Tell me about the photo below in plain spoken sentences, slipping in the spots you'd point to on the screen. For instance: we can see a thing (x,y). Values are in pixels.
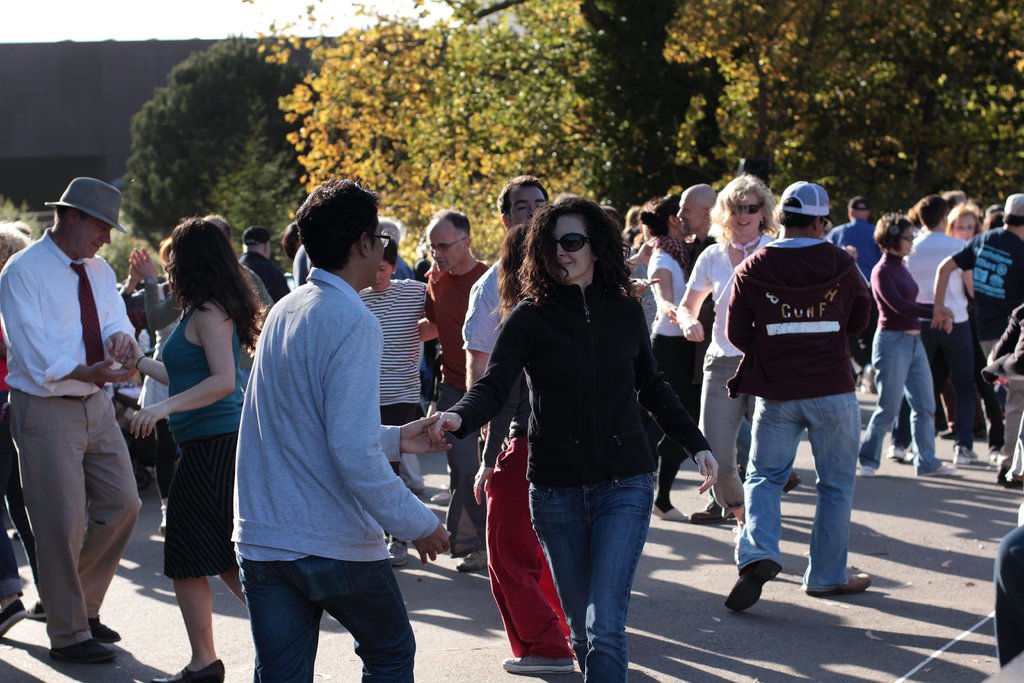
In the picture we can see a man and women (615,573) are standing and holding a hand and dancing on the path (437,594), in the background (637,179) we can see some trees (208,153) and wall (38,145).
